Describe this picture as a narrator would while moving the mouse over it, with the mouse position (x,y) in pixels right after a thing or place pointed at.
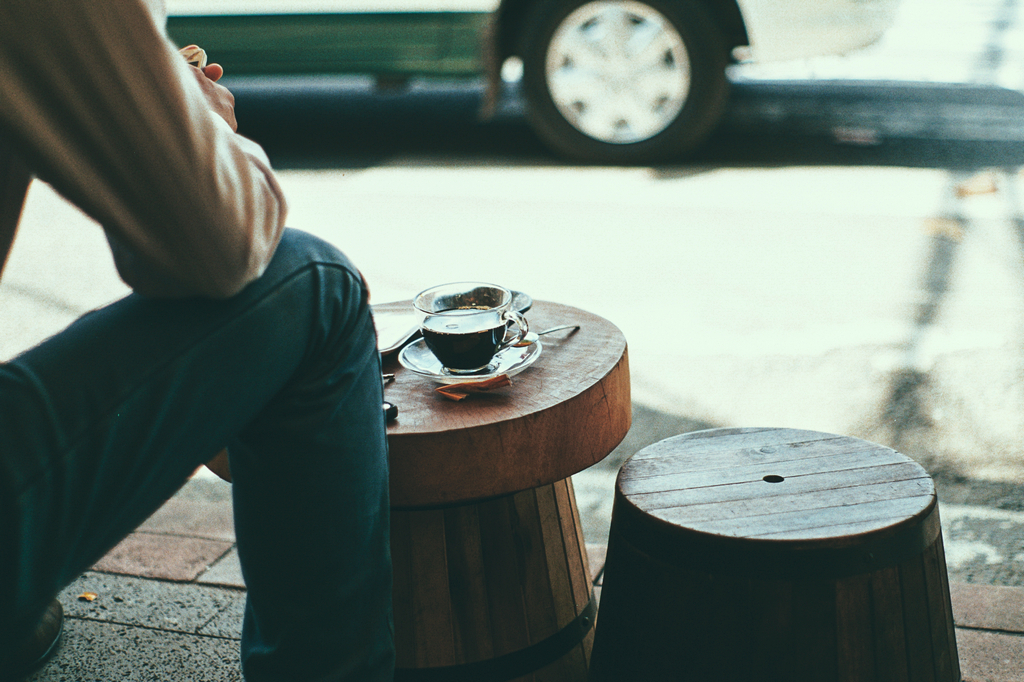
In this image I can see a man (55,438) sitting. He is wearing a shirt (225,226) and trouser (322,492). This is a small table (499,428). On this table (570,373) there is cup (461,335) and saucer (432,368) and some other objects (388,339) placed on it. This is a stool (785,530). At background (632,157) I can see a vehicle (436,23) and wheel (630,78) of the vehicle (695,22).
